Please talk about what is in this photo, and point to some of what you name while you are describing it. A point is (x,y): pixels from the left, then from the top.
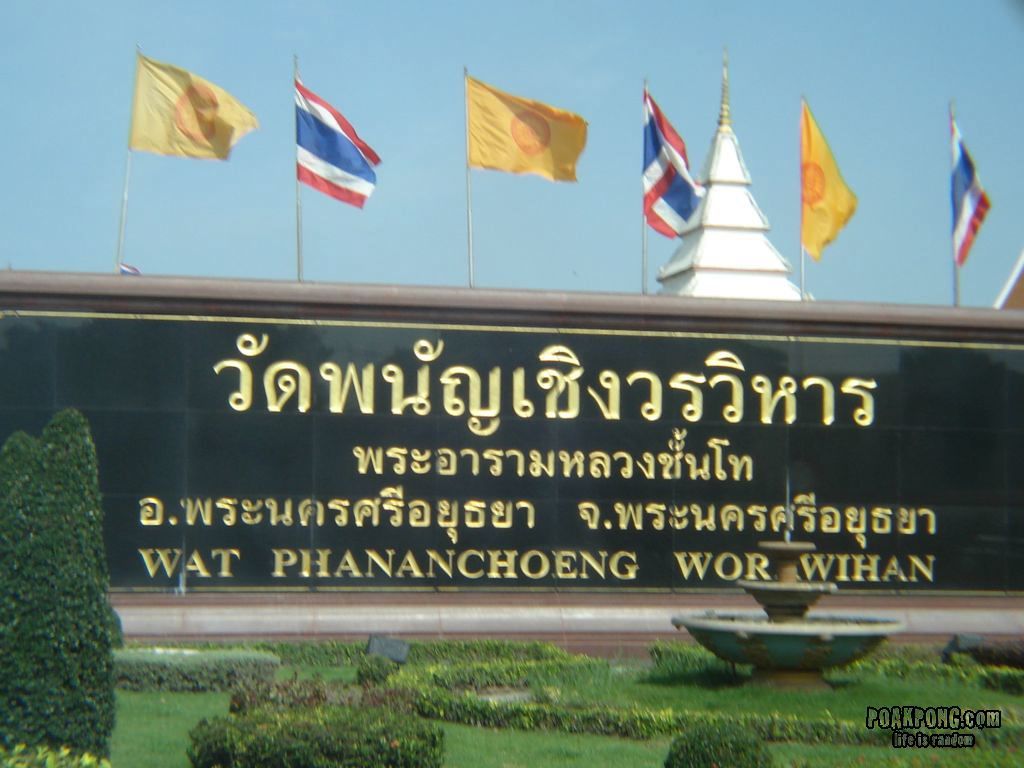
In the front of the image (721,332) there is a blackboard (275,401), flags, plants (740,757), grass (569,737), dome (717,267), water fountain (750,656) and objects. In the background of the image (874,267) there is blue sky (853,107). At the bottom right side of the image (914,743) there is a watermark (918,743). Something is written on the blackboard (895,413).
